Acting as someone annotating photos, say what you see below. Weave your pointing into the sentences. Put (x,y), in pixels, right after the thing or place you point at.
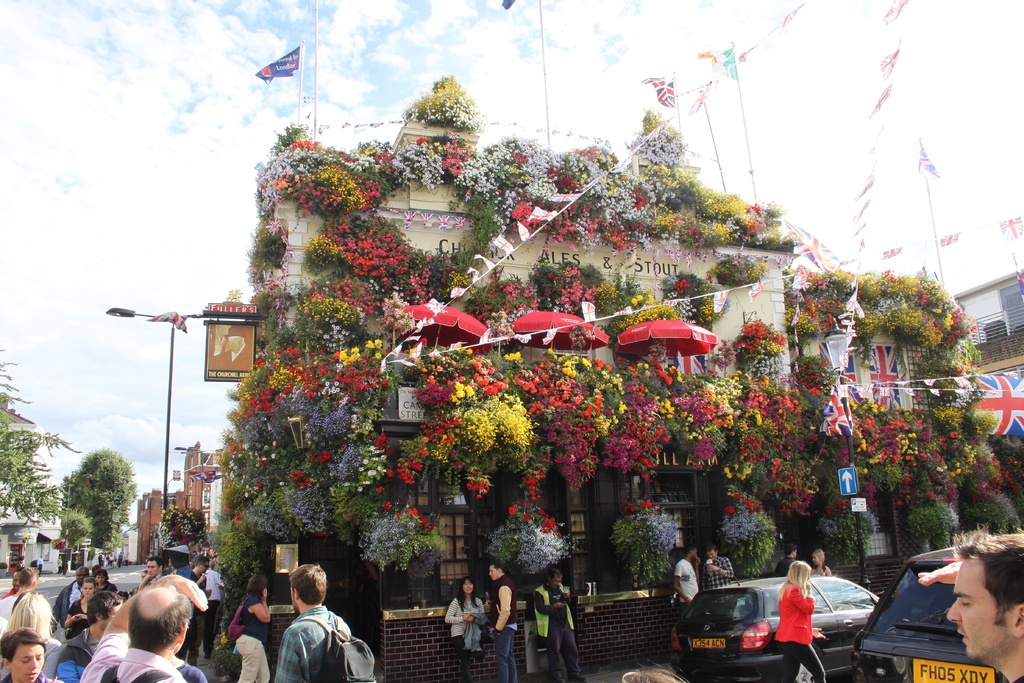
In this image I can see number of people (54,613) and 2 cars (852,650) in front (745,628). In the middle of this picture (612,272) I can see a building (420,422) on which there are number of plants (741,339) and flowers (756,375) and I can also see the poles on which there are flags (875,356). In the background (2,416) I can see the trees (31,518), few more buildings (20,550), a light pole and the sky (598,52).
